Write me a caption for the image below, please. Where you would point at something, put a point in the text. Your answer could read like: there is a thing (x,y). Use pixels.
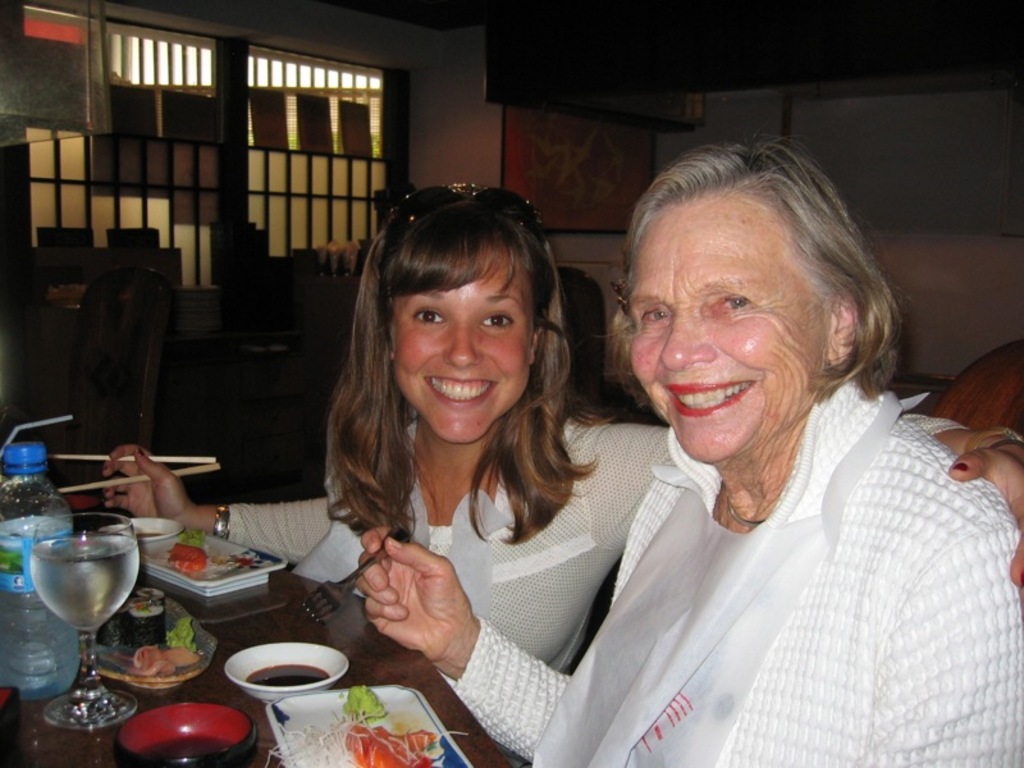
In this image, we can see people (514,558) sitting and smiling and are holding sticks (157,457) and a fork (343,584) and we can see a bottle (23,490), glass (91,576) with drink (73,581) and there are bowls (225,744), plates (330,718) and food items (368,760) on the table (191,678). In the background (177,252), there are chairs (127,318) and we can see tables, boards (307,117) and railings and there is a wall (438,118).
